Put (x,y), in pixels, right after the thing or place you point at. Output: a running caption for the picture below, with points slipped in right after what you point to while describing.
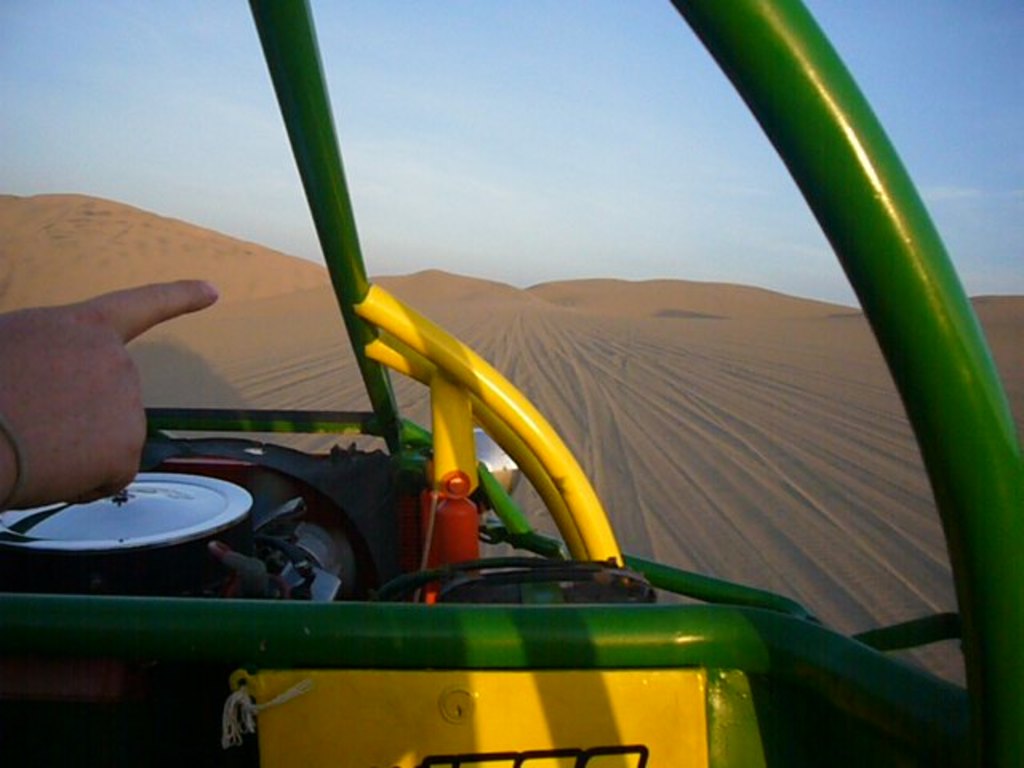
In this picture we can see a person's hand (21,483) on the left side (42,479), we can see a vehicle (264,552) at the bottom (461,716), in the background (826,340) there is sand (707,341), we can see the sky (583,75) at the top of the picture (554,48).
